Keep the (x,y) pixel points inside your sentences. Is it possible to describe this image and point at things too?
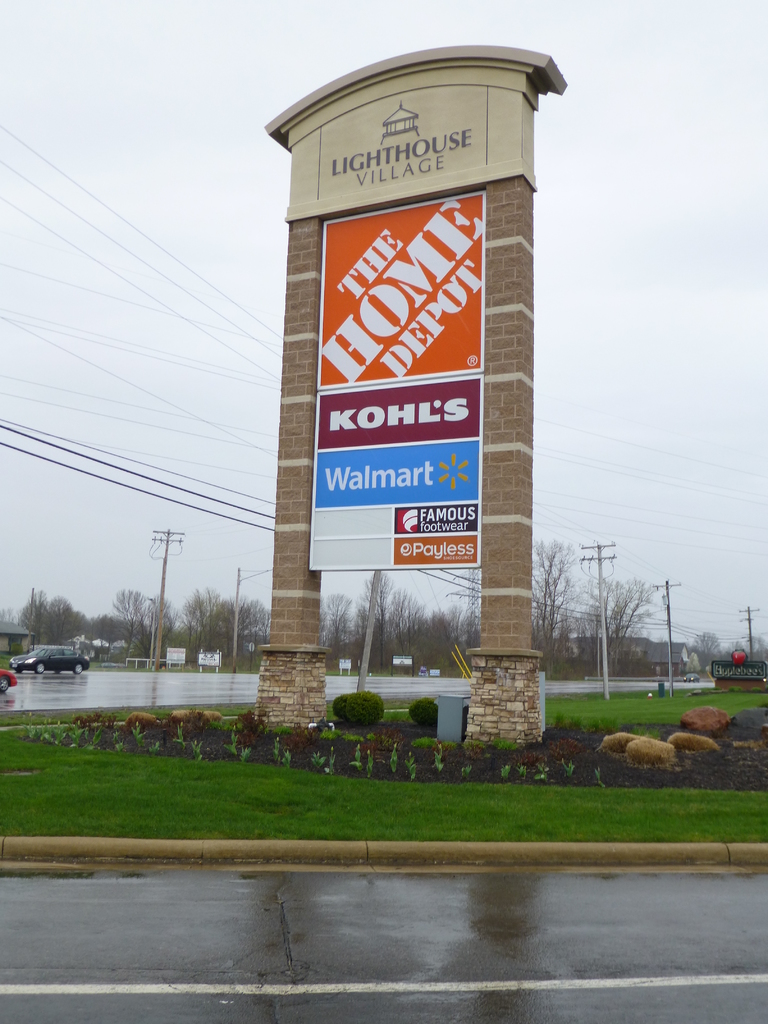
In this picture there is a tall sign (345,344) and a poster (359,476) in the center of the image (489,462) and there is a road (491,919) and greenery (460,805) at the bottom side of the image (669,691), there are trees (443,629), poles (366,673), vehicles (78,660), posters (714,664), and houses (658,643) in the background area of the image (364,679).
